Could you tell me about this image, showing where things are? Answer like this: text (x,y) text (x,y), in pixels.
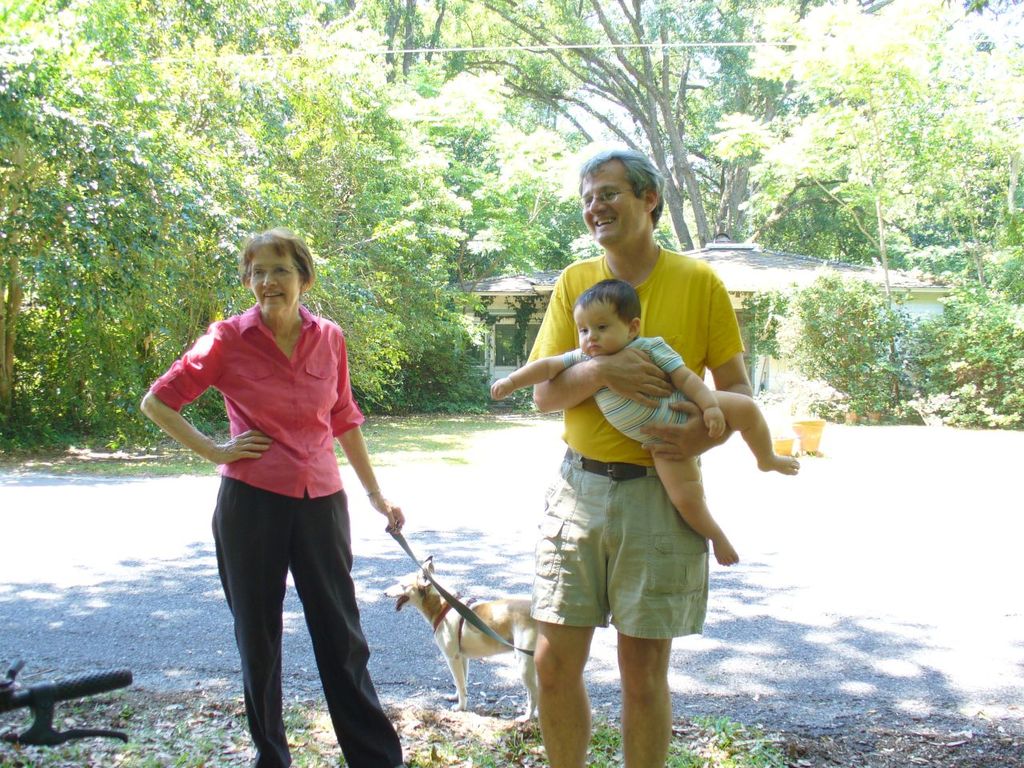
In this image, In the middle (600,512) there is a man (648,449) standing and holding a kid (620,398), In the left side (277,438) there is a woman (277,566) standing and she is holding a dog (450,607), In the background (218,141) there are some green color trees (499,129).
